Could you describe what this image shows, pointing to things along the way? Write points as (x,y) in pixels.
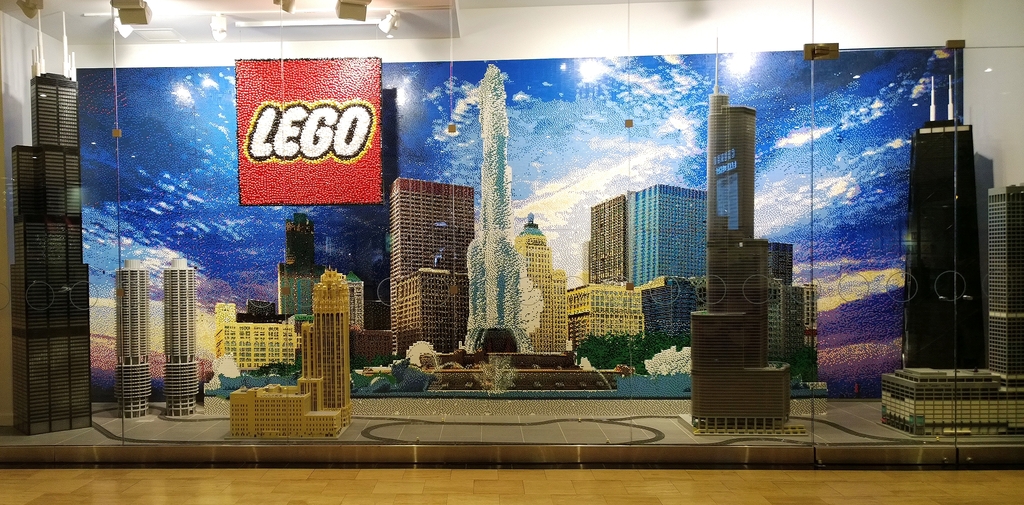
In this image we can see crafts (649,307) made with legos (292,291). At the bottom (361,480) there is a floor (580,482). In the background (600,39) there is a wall (506,46).
